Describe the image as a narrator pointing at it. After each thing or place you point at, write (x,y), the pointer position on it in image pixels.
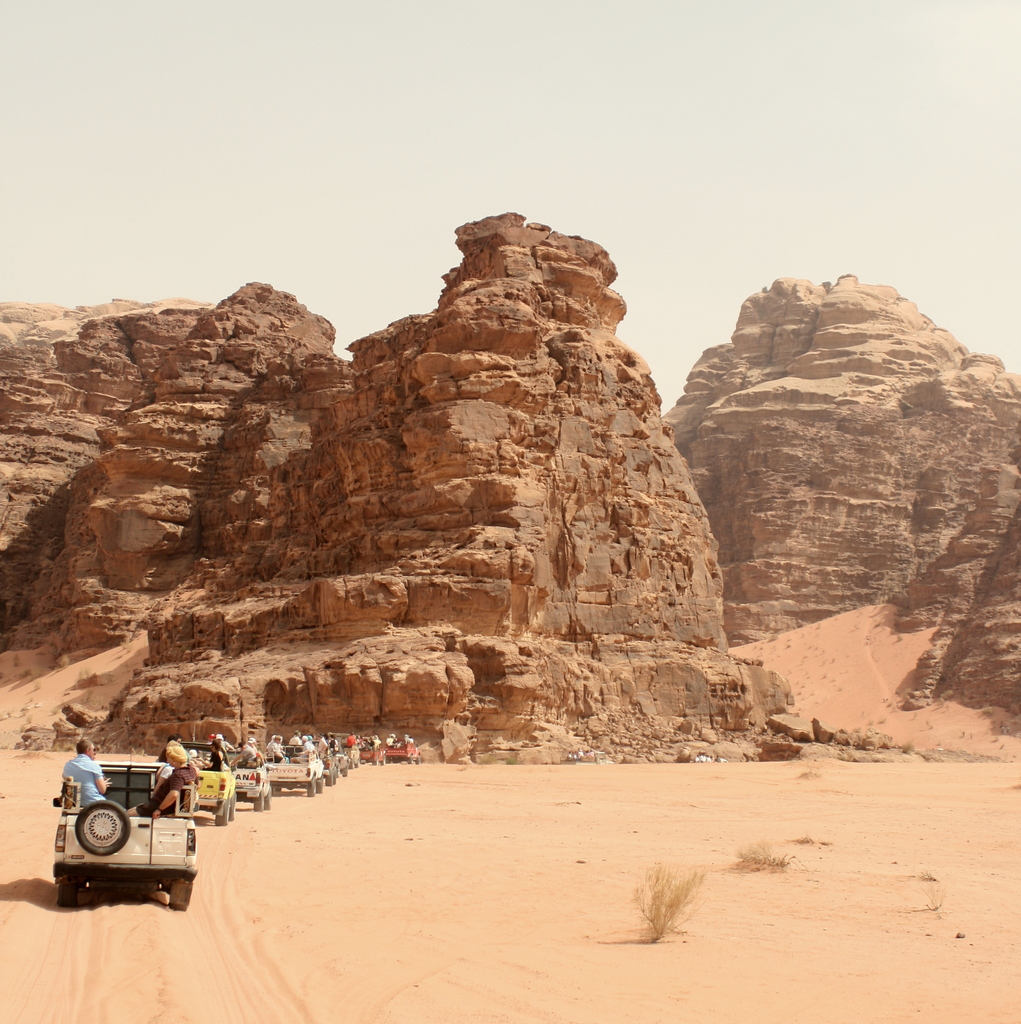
In this picture we can see some vehicles (247,796) traveling on the left side (193,803), there are some people (251,761) in these vehicles (207,782), at the bottom (321,931) there is sand (351,916), in the background (535,449) we can see hills (680,429), there is a plant (661,895) in the middle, we can see the sky (355,122) at the top of the picture (333,110).
